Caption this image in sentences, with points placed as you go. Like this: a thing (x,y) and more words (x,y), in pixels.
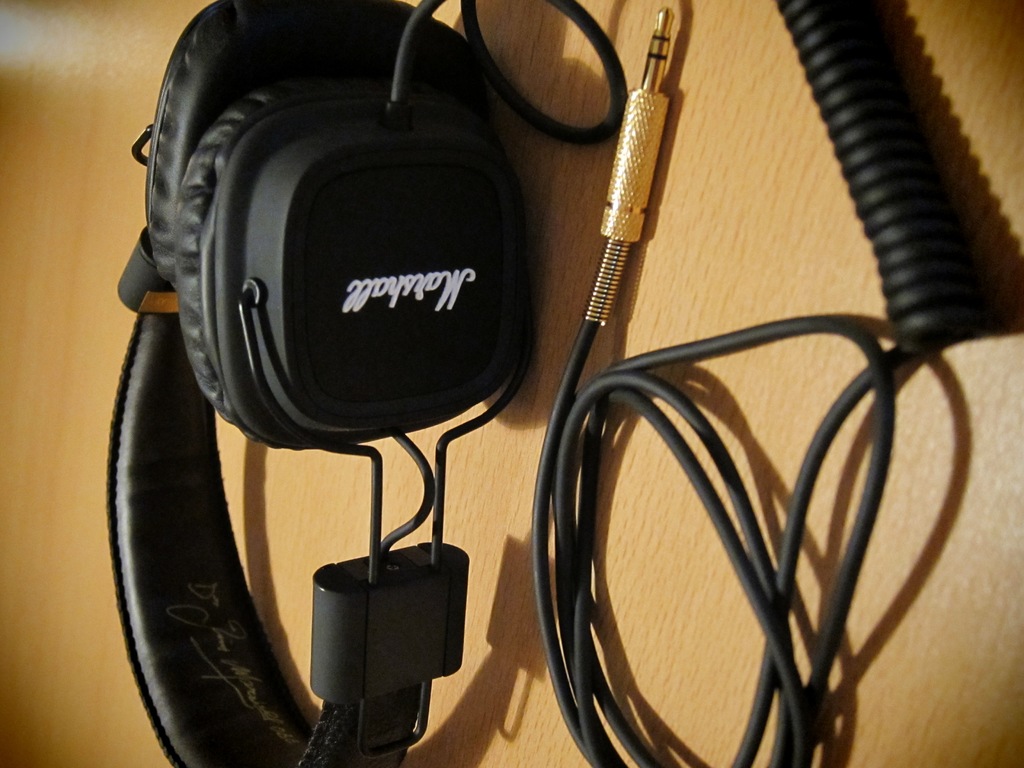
In the foreground area of the image (520,492) there is headset (385,592) and plug in pin wire (731,492) on a wooden surface (507,533).
